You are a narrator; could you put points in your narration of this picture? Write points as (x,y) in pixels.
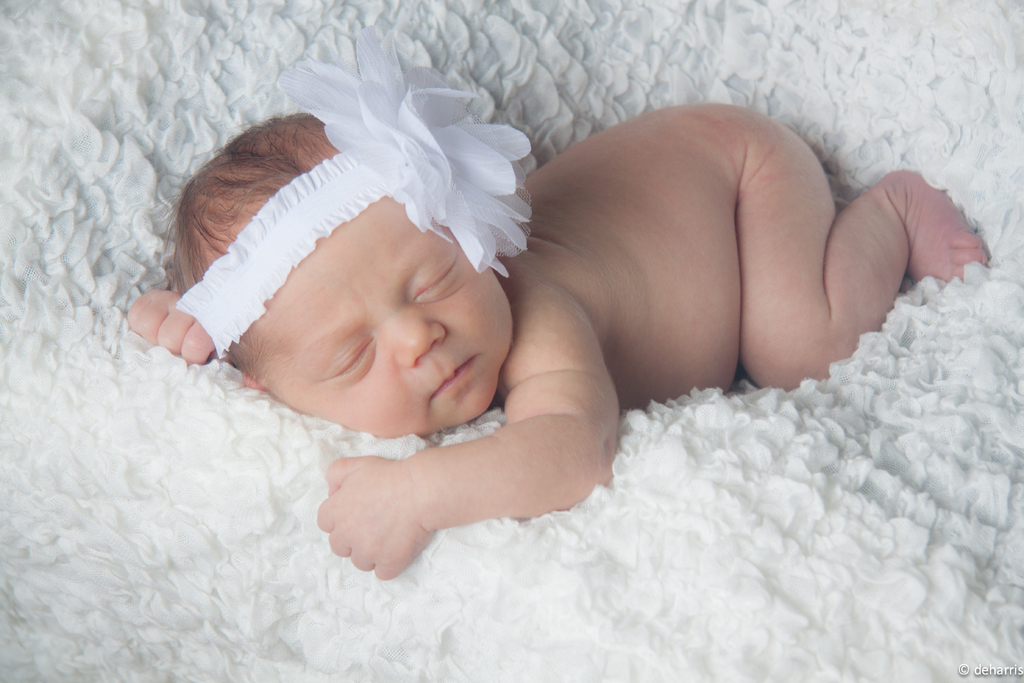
In this image I see a baby (389,334) who is lying on a white color couch (640,68) and I see a white color thing (312,187) on the head (262,196).
